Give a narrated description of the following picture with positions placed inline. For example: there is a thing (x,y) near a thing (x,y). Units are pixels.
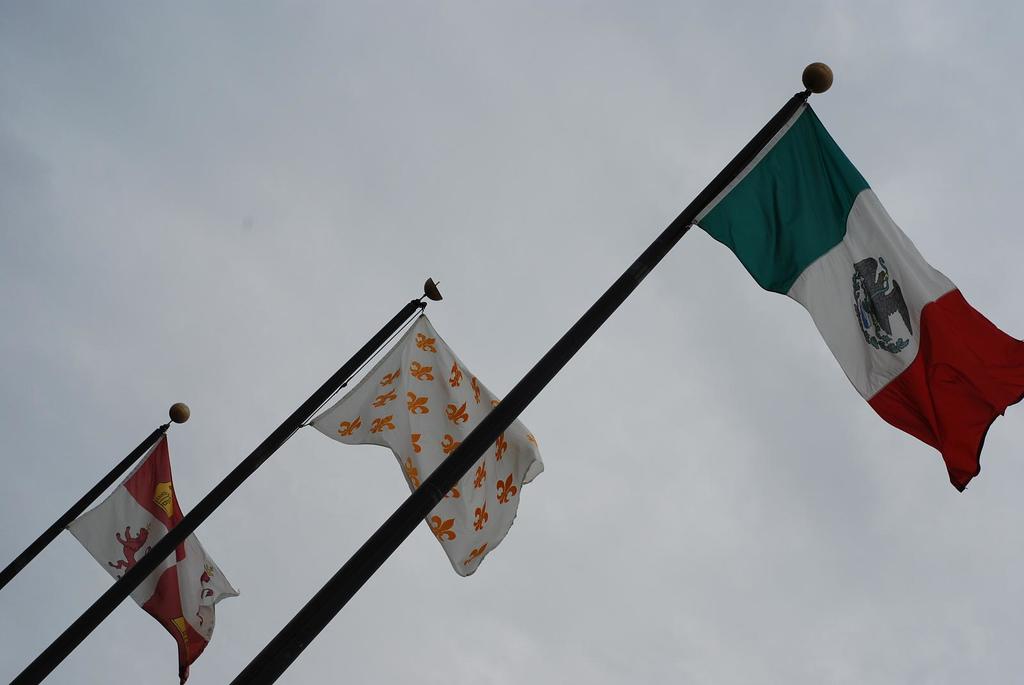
This picture contains three flag poles (153,562) and three flags (132,485). These flags (139,503) are in white, red, orange and green color. In the background (794,408), we see the sky (245,336).
